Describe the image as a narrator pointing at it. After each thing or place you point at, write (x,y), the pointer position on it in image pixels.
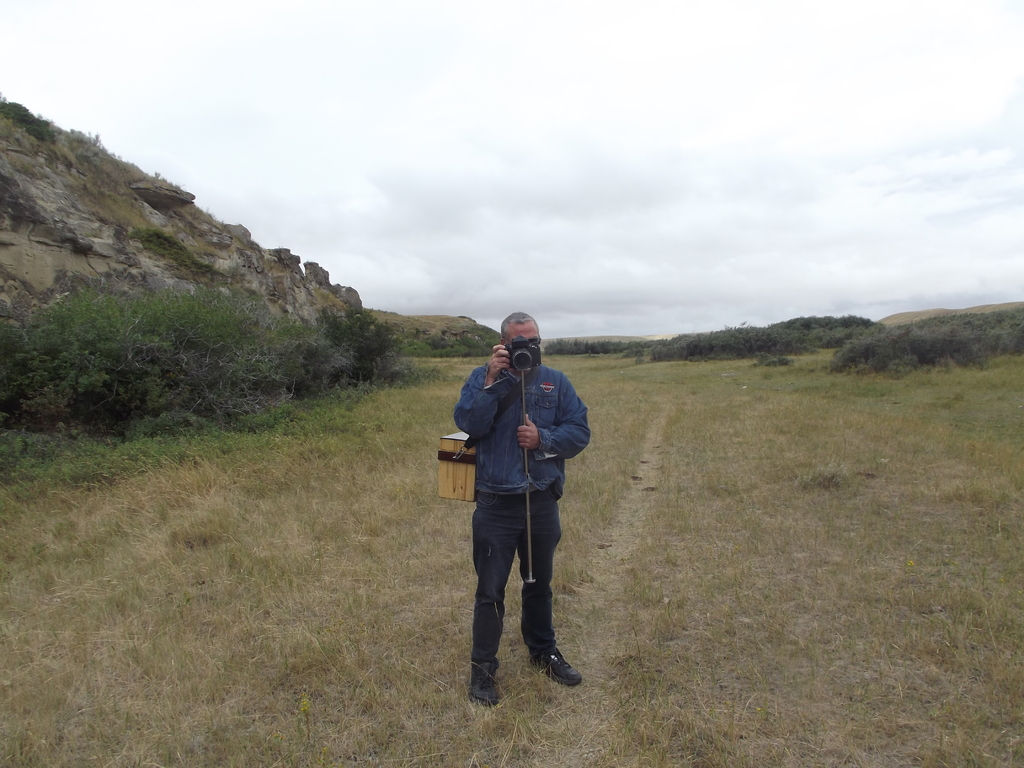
In this image there is a man (549,627) standing on the ground (555,611) by holding the camera (534,362) and wearing the wooden box (455,436). In the background (168,246) there is a hill (123,237) on which there are stones (213,261). At the bottom (214,516) there are small plants (175,430) and grass (216,579).
